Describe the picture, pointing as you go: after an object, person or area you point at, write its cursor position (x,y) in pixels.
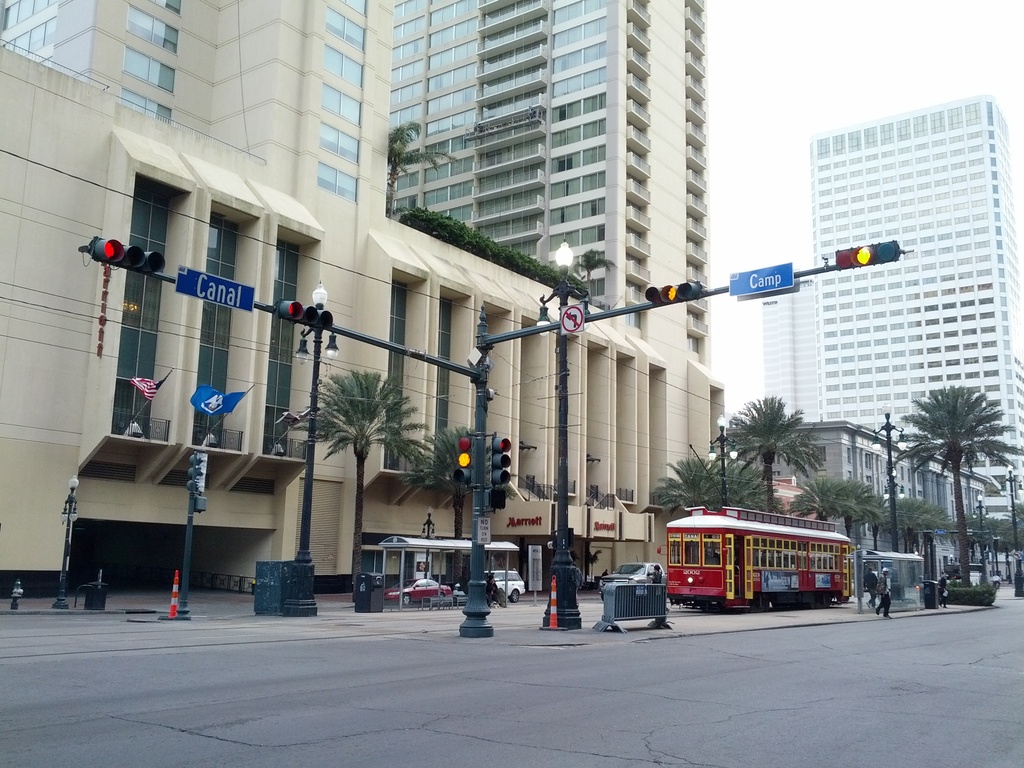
In the picture there are traffic signal poles (505,465) and there are few vehicles (682,577) around the poles (472,556) on the road (833,648) and on the right side (751,434) there are many trees (699,467), behind the trees (797,449) there are huge buildings (846,297).
